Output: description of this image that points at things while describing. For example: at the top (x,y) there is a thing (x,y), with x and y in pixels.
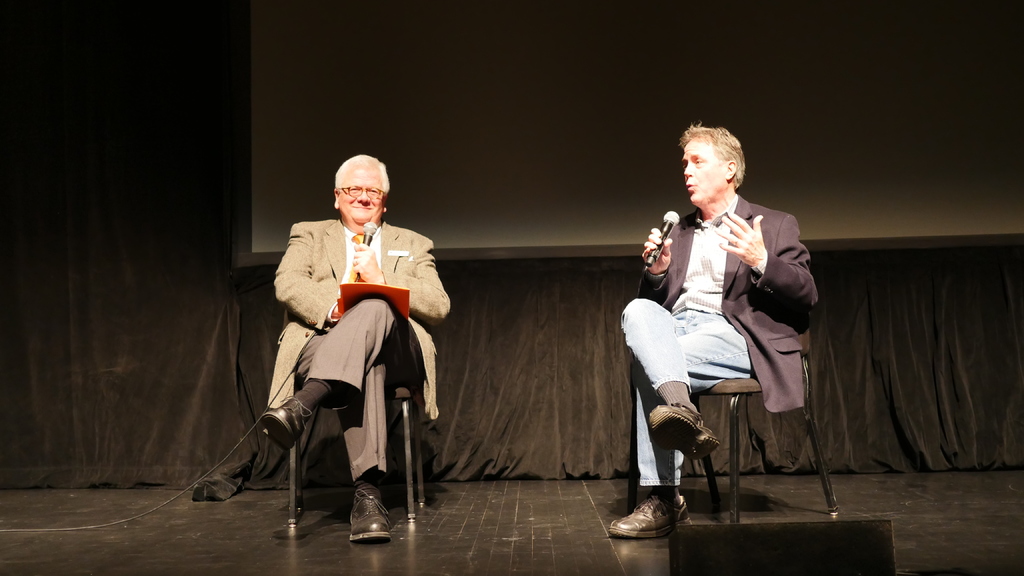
Here I can see two men (731,315) are sitting on the chairs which are placed on the stage (503,548). Both are holding mics (666,235) in their hands (374,275). The man (679,225) who is on the right side (729,349) is speaking and other man (354,270) is smiling. In the background (196,221) there is a curtain (181,372) and a screen (633,125).
